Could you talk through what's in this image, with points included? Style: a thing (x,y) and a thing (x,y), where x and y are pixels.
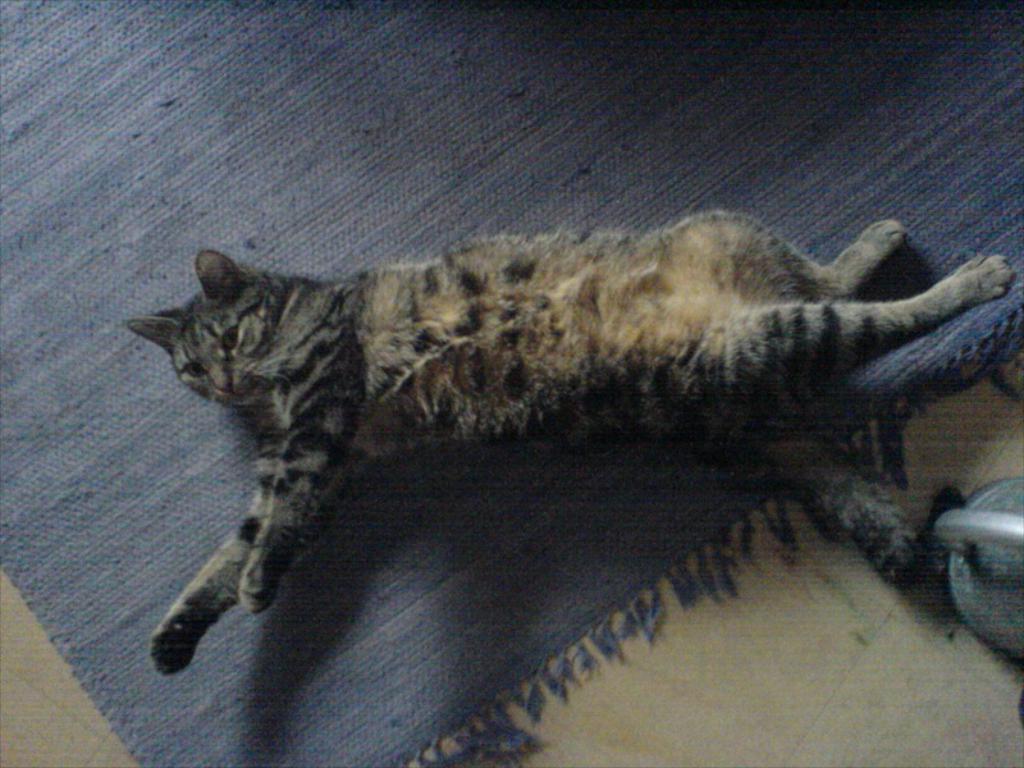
In this picture, we see a cat (681,261) is lying on the carpet (185,422), which is blue in color. At the bottom (669,691), we see the floor (838,658). On the right side (959,592), we see a kettle (959,592).
